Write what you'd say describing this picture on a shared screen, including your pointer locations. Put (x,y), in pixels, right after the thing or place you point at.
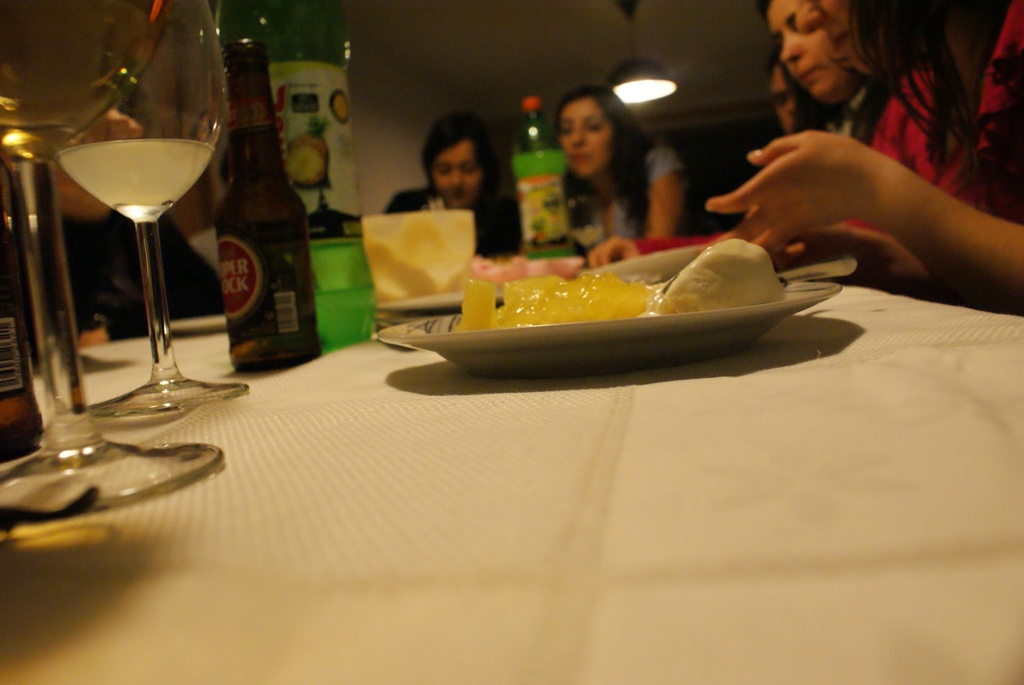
On this table (244,379) there are glasses (133,163) with liquid (89,167), bottles (286,248), plate (473,330) and food (726,283). These persons (595,155) are sitting on a chair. On top (635,95) there is a light (655,99).
